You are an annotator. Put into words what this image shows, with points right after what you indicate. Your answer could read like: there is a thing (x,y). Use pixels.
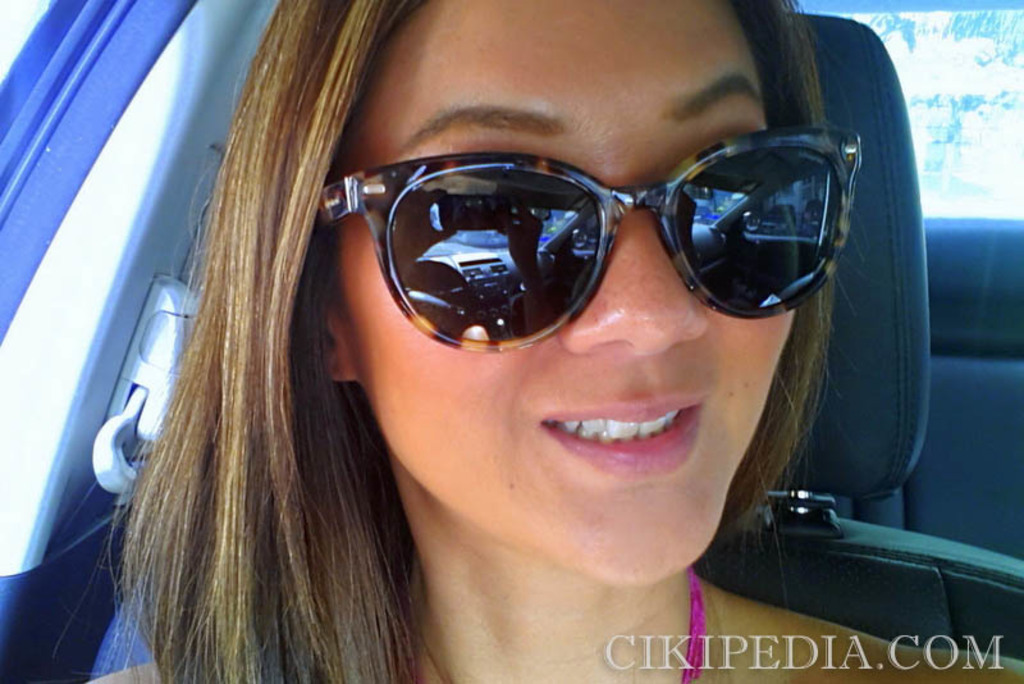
In this image we can see a woman face (651,350) and she wore goggles (449,264). Picture inside of a vehicle (872,42). In the right side (828,650) bottom of the image (831,667) there is a watermark (835,637).
